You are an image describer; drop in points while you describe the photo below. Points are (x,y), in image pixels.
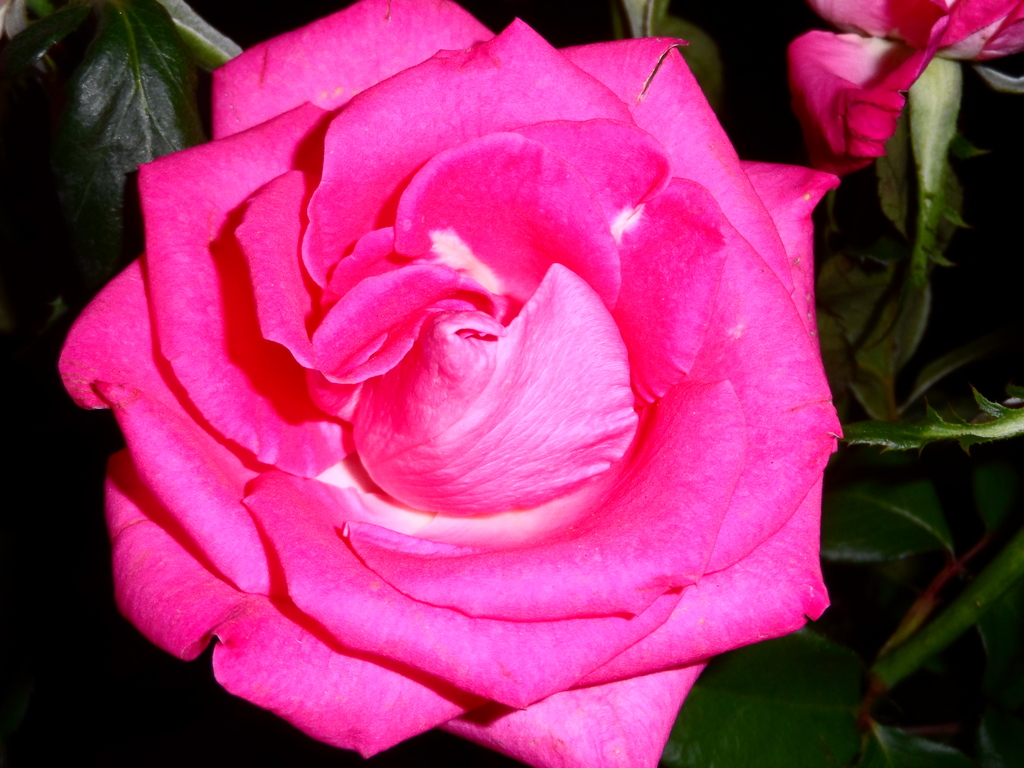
In the picture I can see the flowers (277,482) and green leaves (80,179).
